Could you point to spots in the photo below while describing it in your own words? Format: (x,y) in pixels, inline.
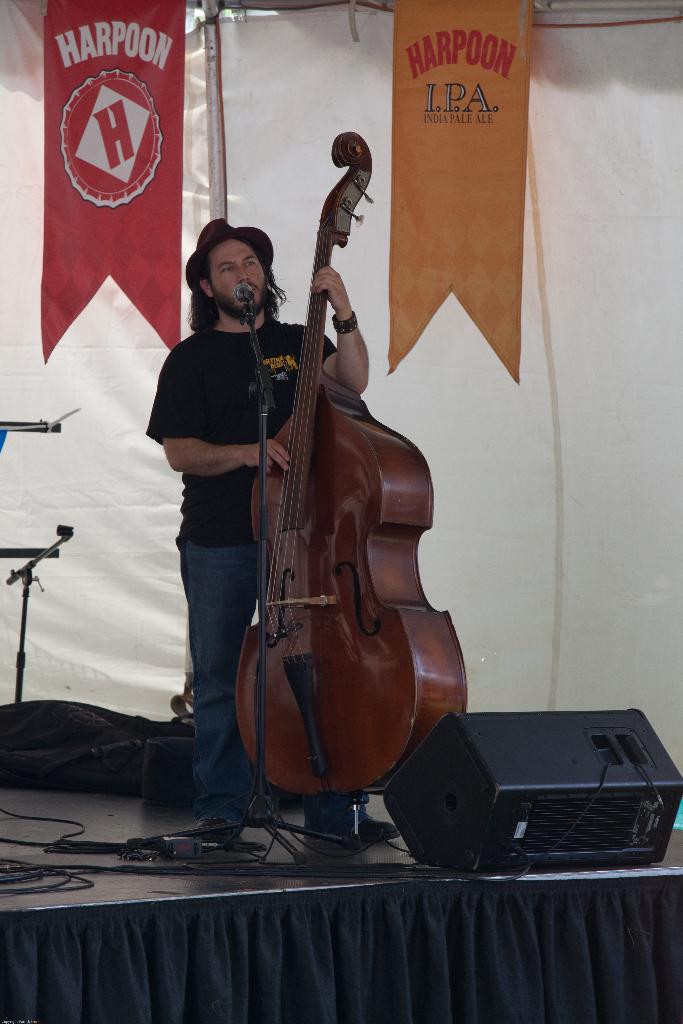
On the background of the picture (396,265) we can see a white cloth (285,289) and two flags (478,188) in orange and red in colour. This is a platform (322,899). On the platform (263,889) we can see a man (235,240) in black colour t shirt (233,336) wearing a maroon hat (223,240) standing in front of a mike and playing a double bass (371,475).
